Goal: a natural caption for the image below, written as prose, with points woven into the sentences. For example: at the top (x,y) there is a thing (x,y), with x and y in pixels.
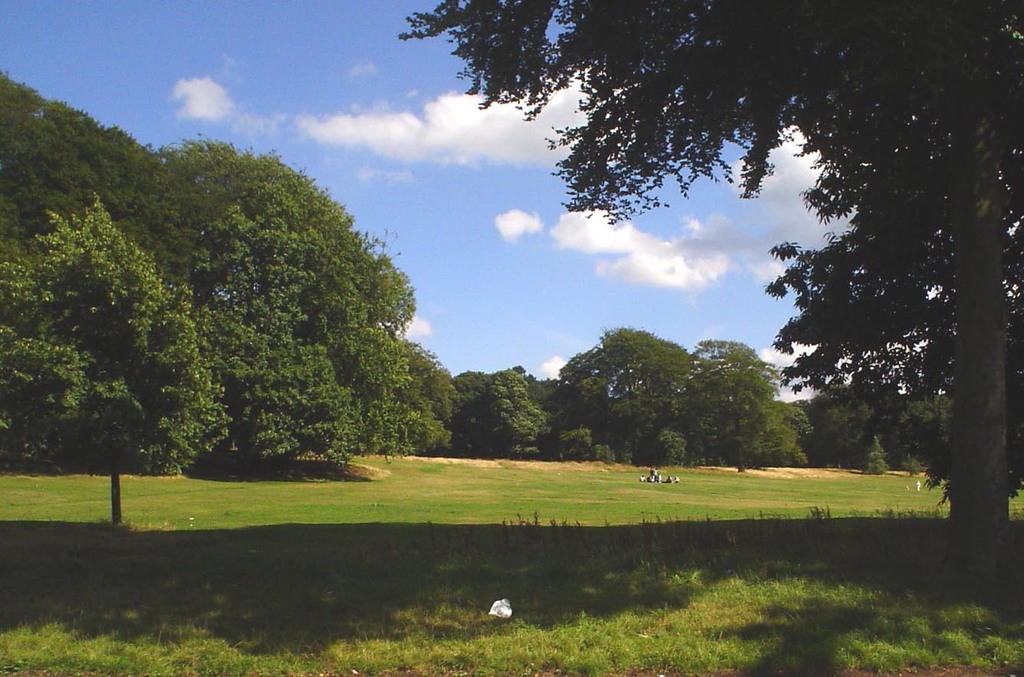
In the center of the image (642,374) there are trees (420,399). At the bottom (365,646) there is grass (637,591). In the background (521,237) there is sky (547,262).
